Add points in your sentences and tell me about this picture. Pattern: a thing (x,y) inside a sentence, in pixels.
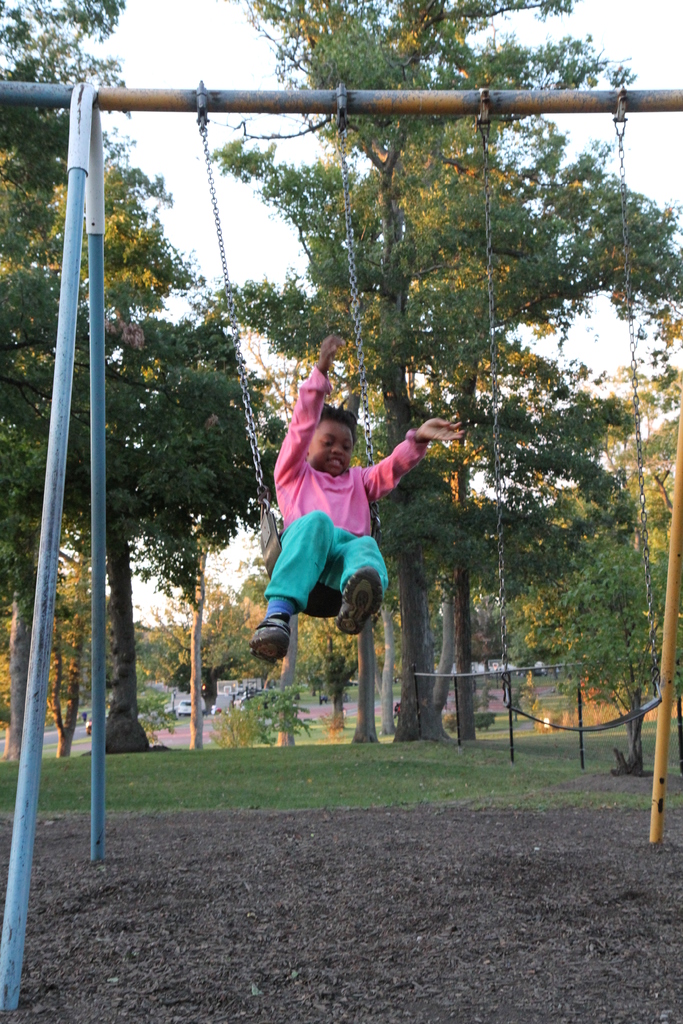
In this image I can see a person (340,507) sitting on the swing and the person (377,551) is wearing pink shirt (343,517), green pant (308,546). Background (426,515) I can see trees (424,524) in green color and the sky (236,138) is in white color.
